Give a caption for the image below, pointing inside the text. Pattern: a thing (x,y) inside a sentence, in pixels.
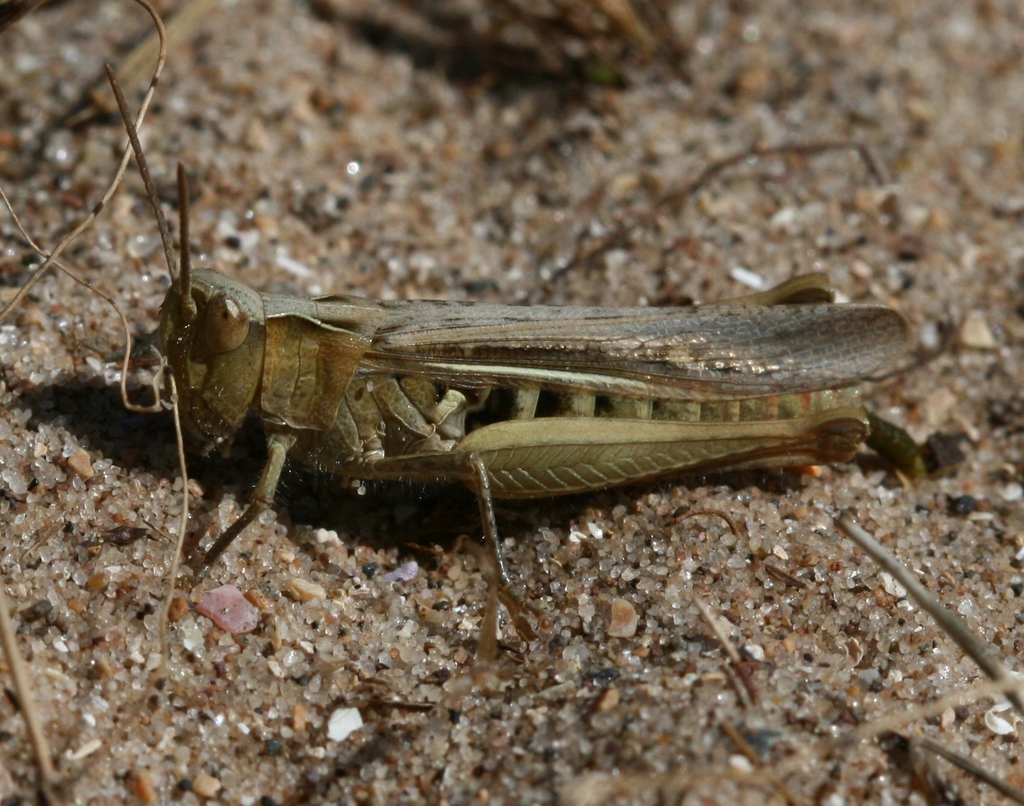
This image is taken outdoors. At the bottom of the image (122,632) there is sand (803,651). In the middle of the image (556,410) there is a grasshopper (473,406) on the sand (908,387).
